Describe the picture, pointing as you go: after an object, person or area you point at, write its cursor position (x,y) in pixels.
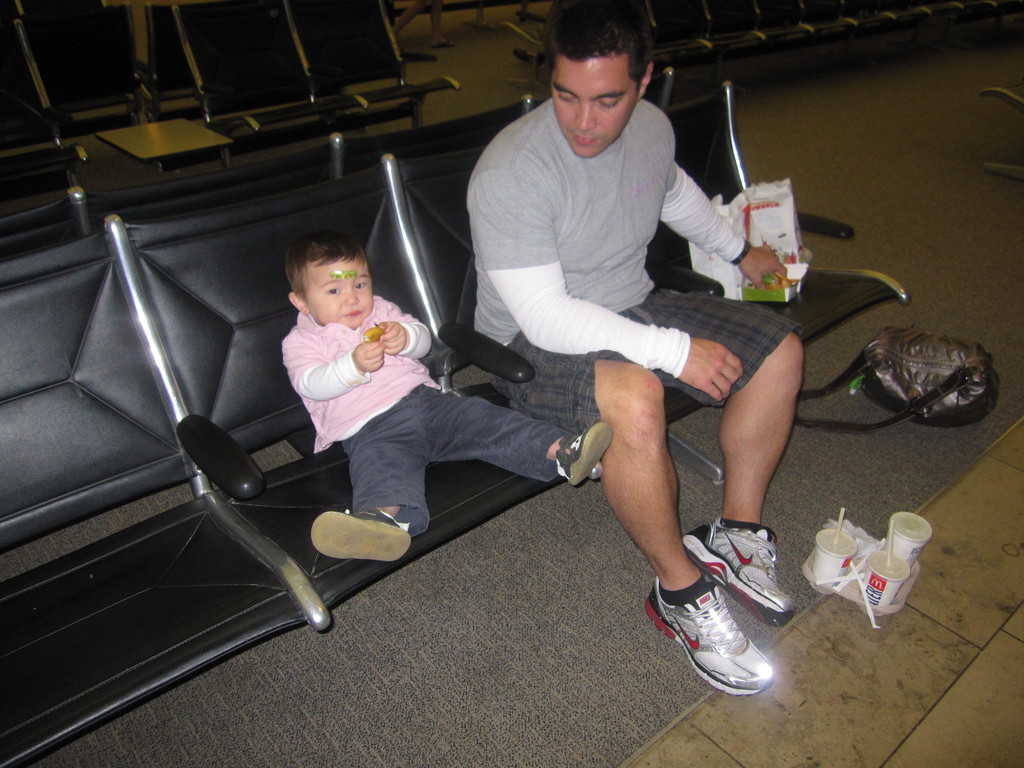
In this picture there is a kid (514,431) and a man (607,382) sitting on the bench (482,395). Kid (385,337) is wearing a pink shirt (398,386) and black trousers (470,414). Beside him, man (481,302) is wearing a grey t shirt (611,291) and grey shorts (717,304). Before the man (752,325) there are cups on the ground (924,588). Beside him there are paper bags (786,239) and a bag (937,380). In the background (417,132) there are empty seats (98,228).
